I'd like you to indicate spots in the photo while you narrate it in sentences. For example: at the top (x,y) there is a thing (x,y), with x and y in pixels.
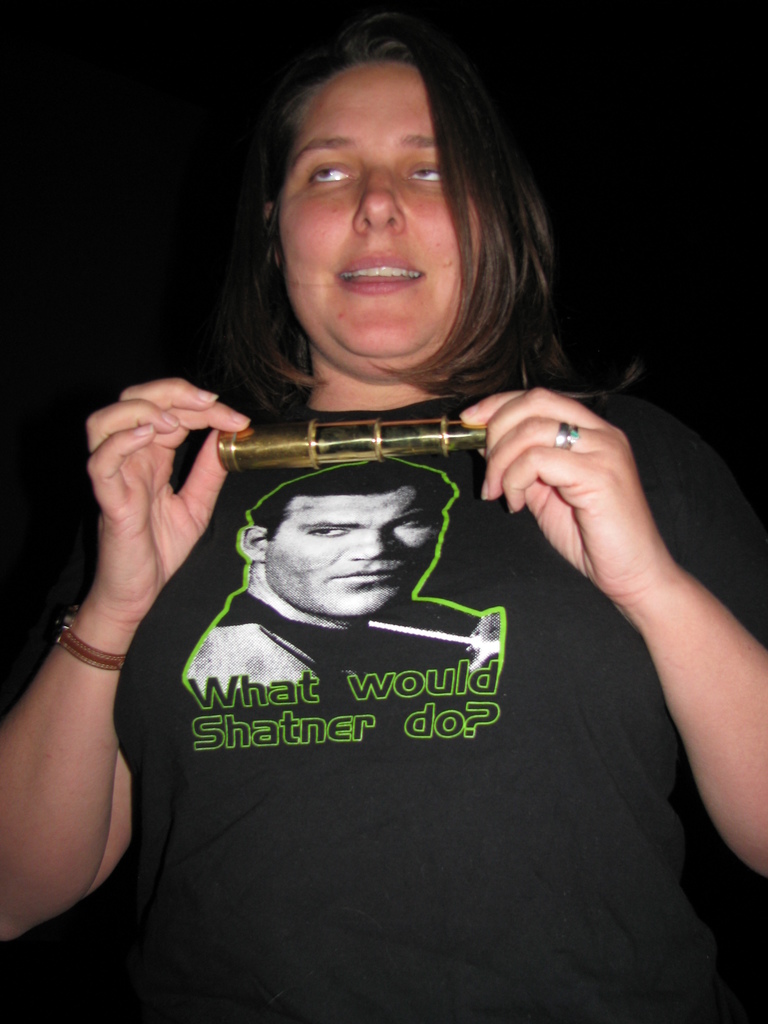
In this image there is a woman (405,554) holding some object (327,436) in her hand (504,432).
